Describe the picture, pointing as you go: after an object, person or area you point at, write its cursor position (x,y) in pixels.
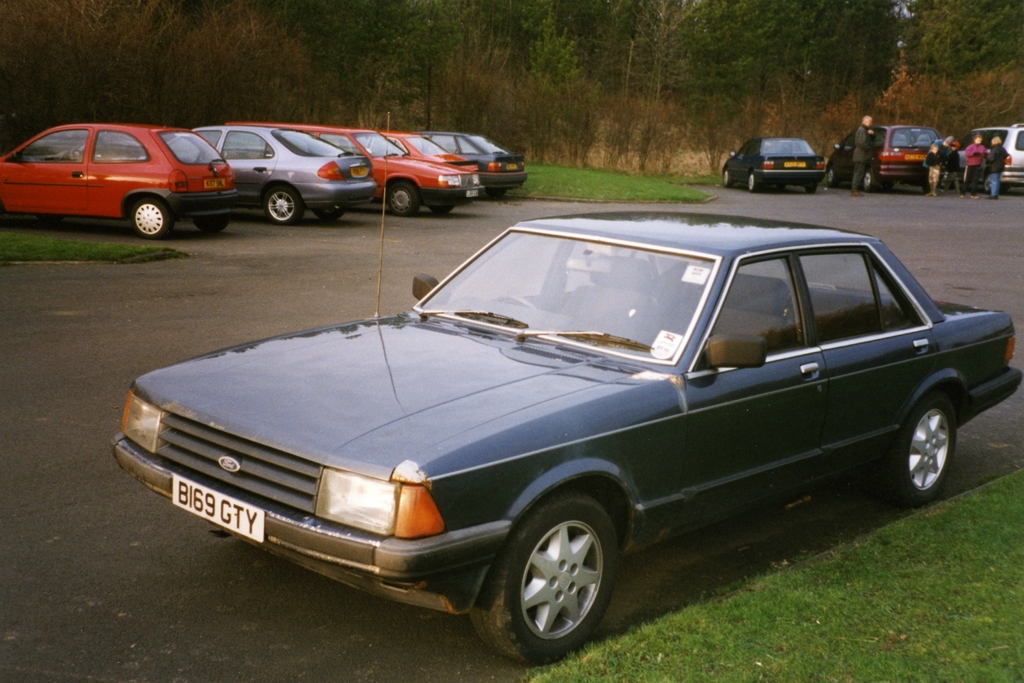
This picture is clicked outside. In the foreground (493,414) we can see a car (599,475) parked on the ground (180,577) and we can see the green grass (915,571). In the center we can see the cars (493,148) parked on the ground (981,205) and we can see the group of people (974,169) seems to be standing on the ground (737,198) and we can see the green grass (594,177), plants (352,114) and trees (341,37).
